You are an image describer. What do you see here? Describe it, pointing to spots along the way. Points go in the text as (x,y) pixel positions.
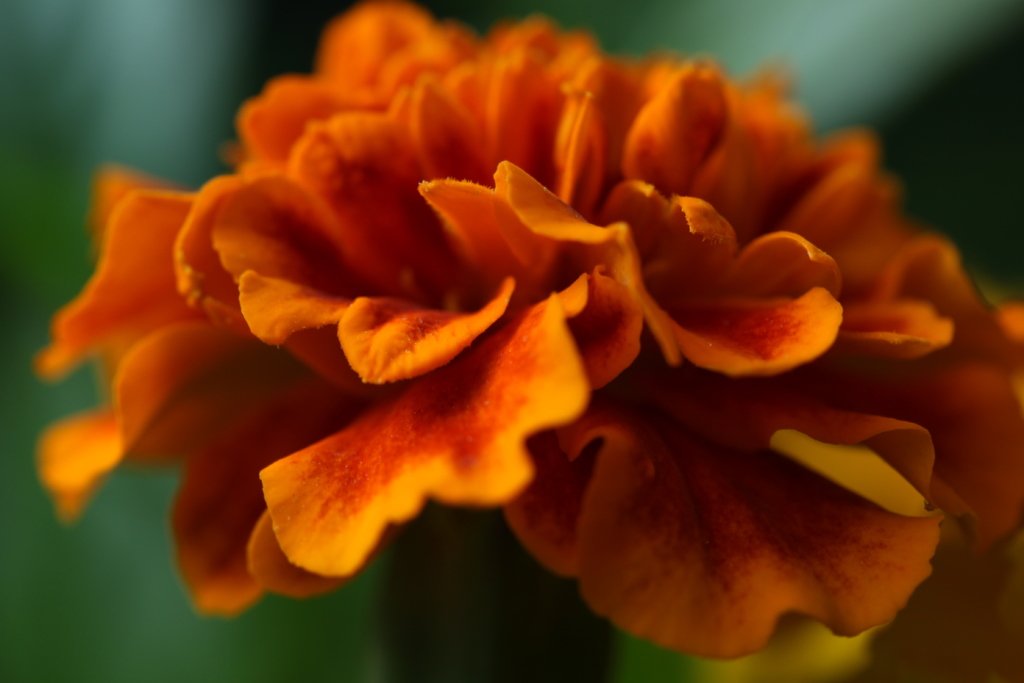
In this picture I can see a flower (532,401) and I can see blurry background (900,34).
